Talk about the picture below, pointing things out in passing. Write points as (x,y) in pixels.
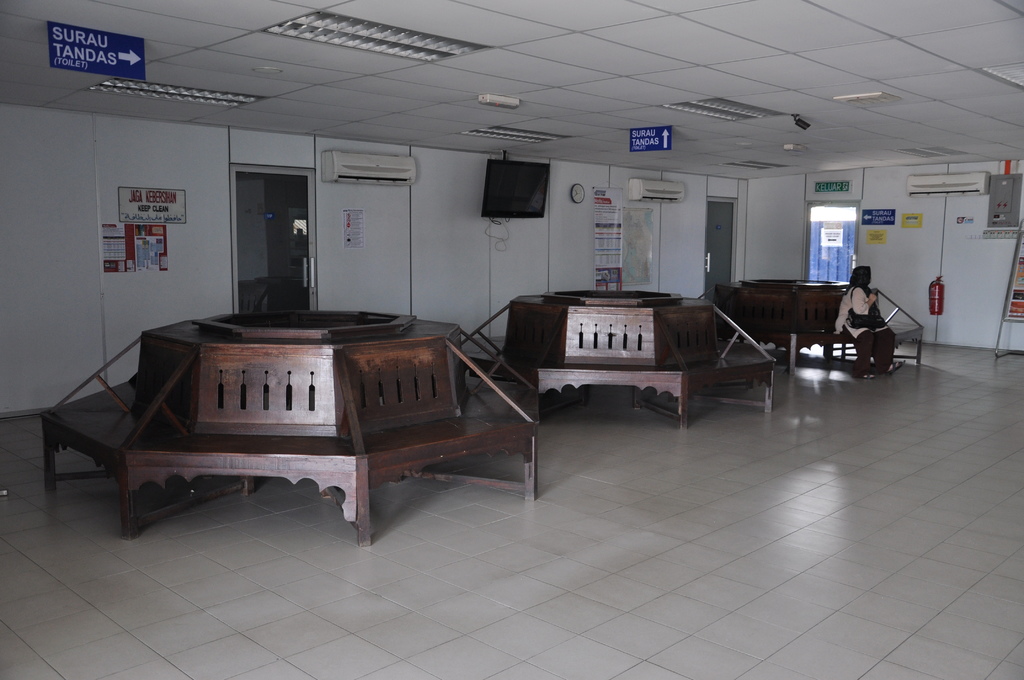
In this image we can see few sitting objects (688,336) on the floor (899,360). There are few lights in the image. There are few posters (602,268) and objects (979,181) on the wall (971,255). There are few doors (271,256) in the image. There is a person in the image.
